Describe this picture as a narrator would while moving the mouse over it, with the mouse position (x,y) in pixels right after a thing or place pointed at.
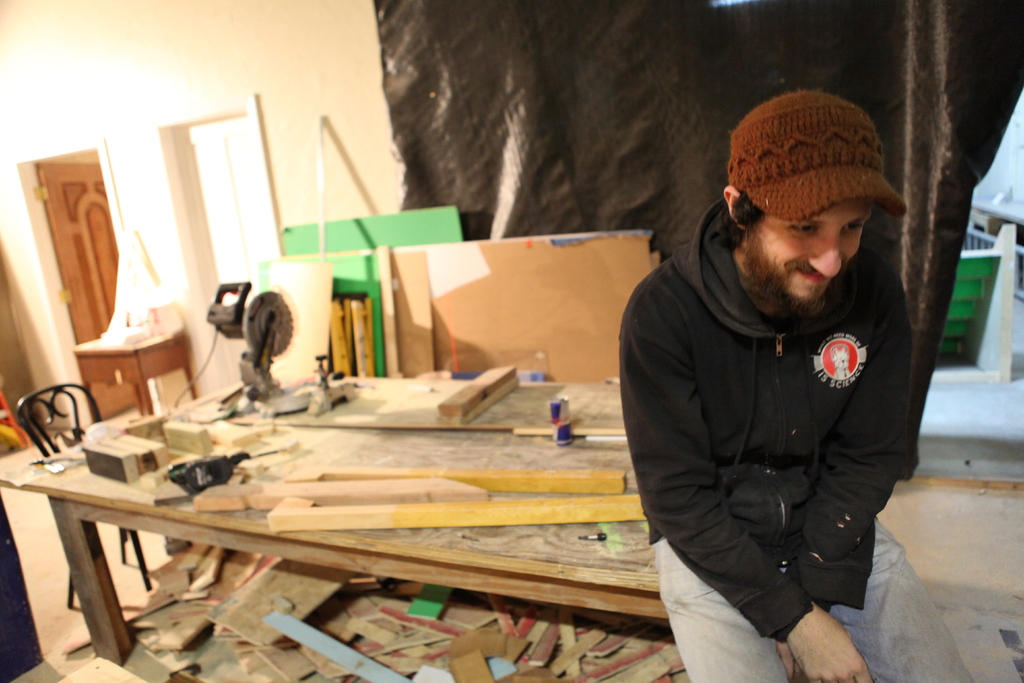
there is a person (753,388) sitting on the table (574,451), on the table (609,393) there are many carpentry things (253,391) there is a chair (69,438) near the table (70,464).
